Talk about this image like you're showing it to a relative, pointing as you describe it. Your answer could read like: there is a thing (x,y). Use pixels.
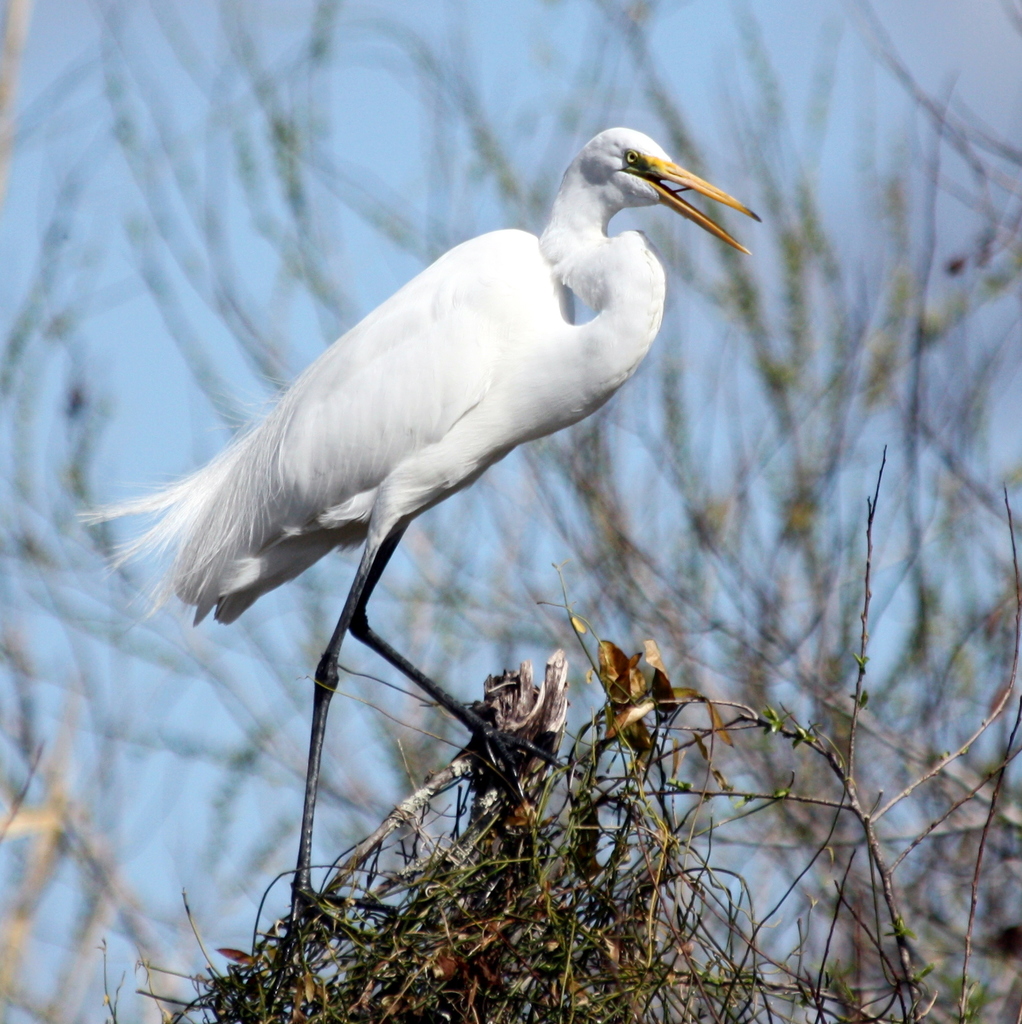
This is a bird (362,483) standing. I think these are the stems (644,975). The background (98,746) looks blurry.
